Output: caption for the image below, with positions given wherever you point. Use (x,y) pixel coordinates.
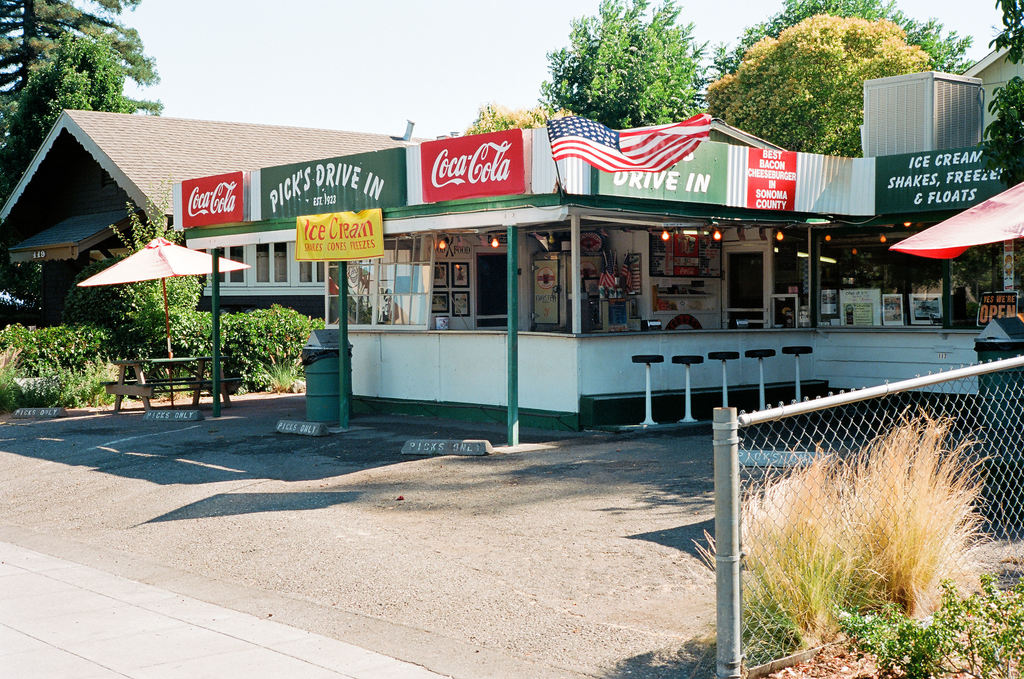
In this image we can see a building (464,324), name boards (500,191), flag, lights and some other objects (666,306). In the background of the image (544,103) there are trees (21,70), house (58,160) and the sky (284,90). At the bottom of the image (452,525) there is the floor (300,529). On the right side of the image (799,493) there is a fence (1000,363), grass (900,534) and plants (949,643).
